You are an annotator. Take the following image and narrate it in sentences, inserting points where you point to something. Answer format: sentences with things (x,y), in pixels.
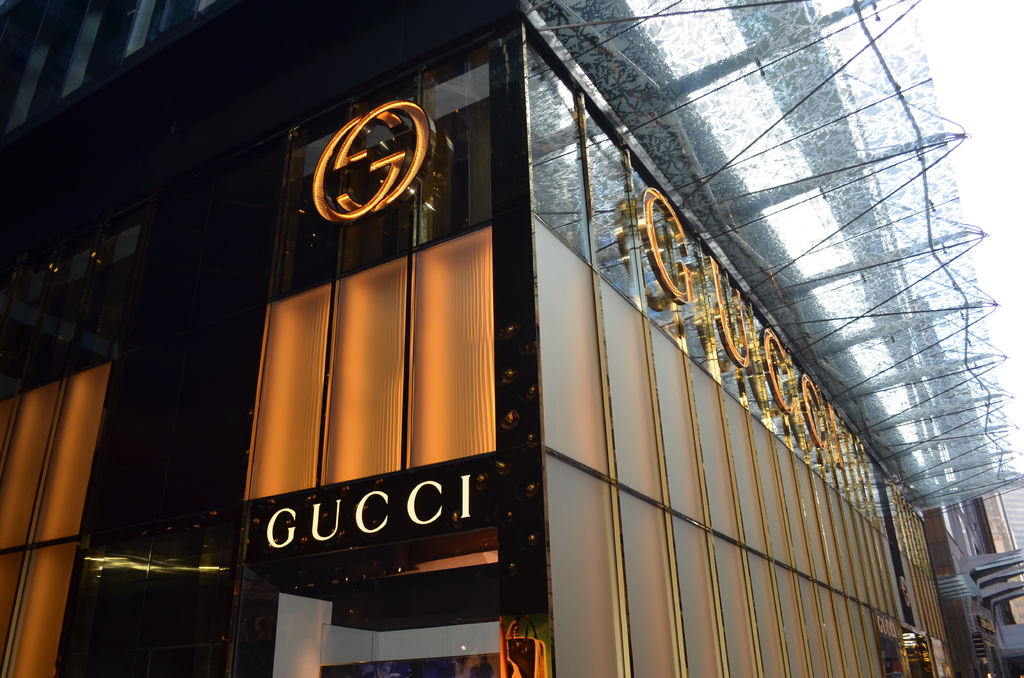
This is the picture of a building (600,428). In this image there is a text (381,176) on the building (682,452). At the top (996,33) there is sky (1010,52).
